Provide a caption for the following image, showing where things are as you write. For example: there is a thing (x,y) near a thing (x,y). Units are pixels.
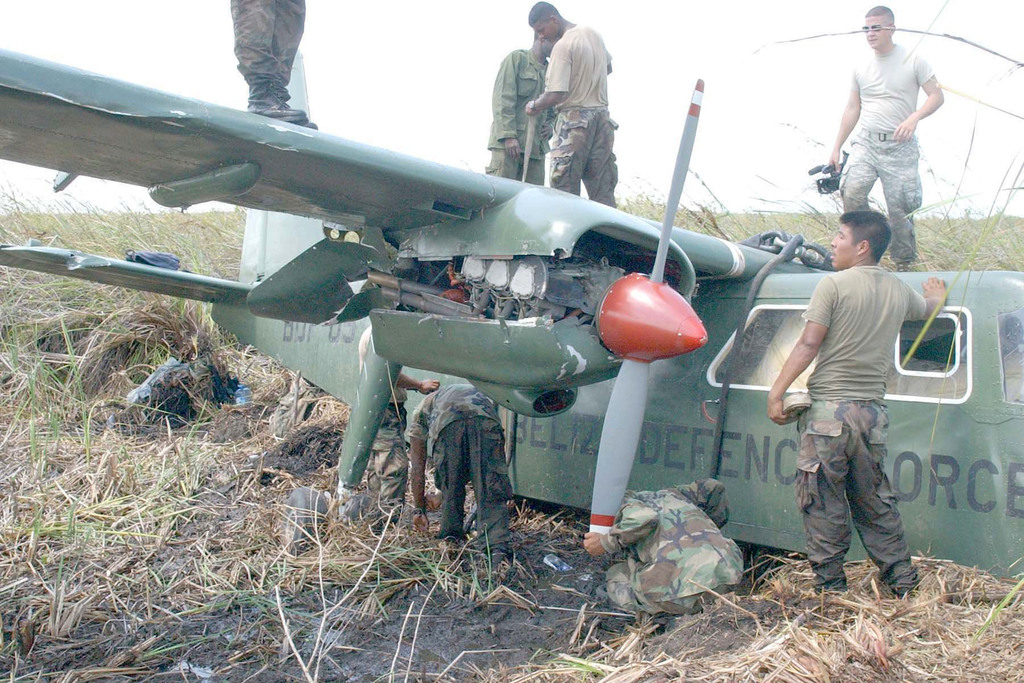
In this image we can see an airplane (595,420) placed on the land (588,578). We can also see a group of people (481,477) standing around it. In that some people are standing on a plane (761,480). On the backside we can see some grass (192,464), plants (177,471) and the sky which looks cloudy.
